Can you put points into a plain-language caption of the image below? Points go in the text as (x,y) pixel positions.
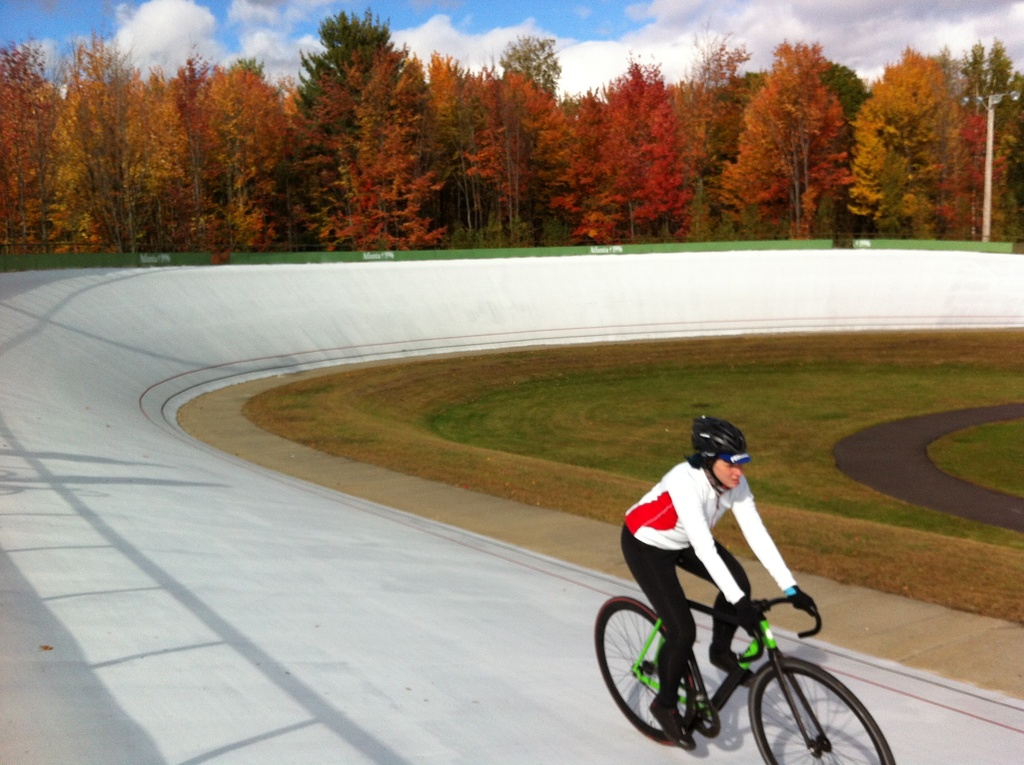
In the image we can see a person (688,549) wearing clothes (680,552), shoes (656,715), helmet (706,449) and gloves (751,632), and the person (713,580) is riding on the bicycle (694,710). This is a grass (531,410), light pole (986,163), trees (534,163) and a cloudy sky (454,28).
